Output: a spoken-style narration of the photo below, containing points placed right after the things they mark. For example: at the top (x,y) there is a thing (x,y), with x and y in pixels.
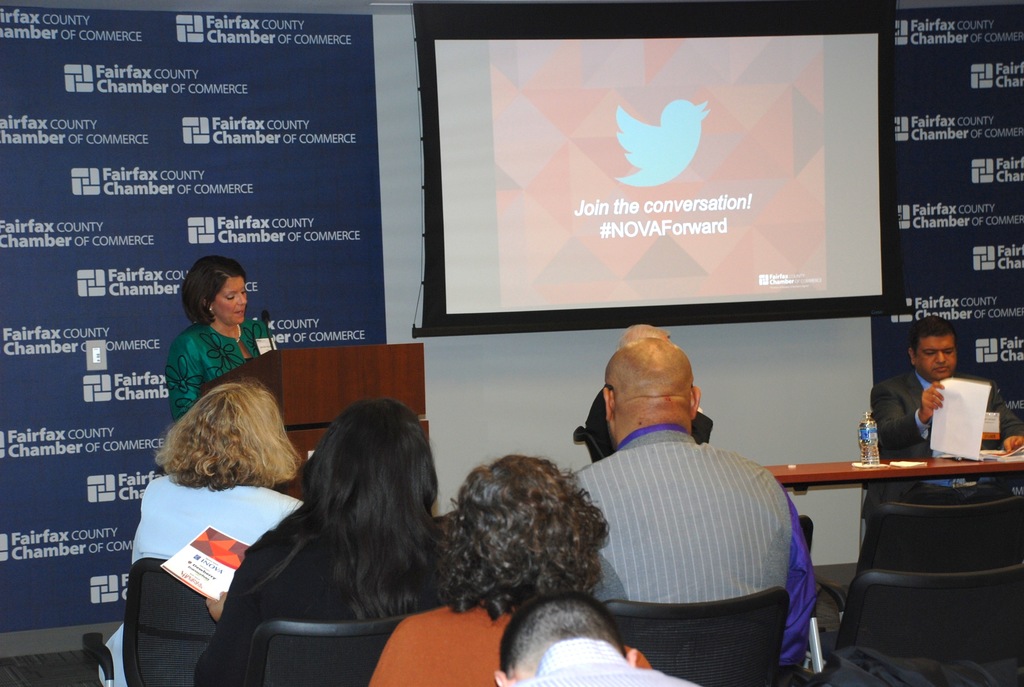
There are persons (571,508) in different color dresses (634,501) sitting on chairs (185,626). In the background (934,452), there is a woman (200,269) in green color dress (181,358) speaking in front of a mic (268,316) which is on the wooden stand (379,381) near a hoarding (83,300), there is a screen (501,137) and there is a person (905,417) sitting on a chair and holding a document (974,386) in front of table (898,469) on which, there is a bottle (873,428) and other objects (988,451) near a hoarding (961,339) and white wall (798,389).
